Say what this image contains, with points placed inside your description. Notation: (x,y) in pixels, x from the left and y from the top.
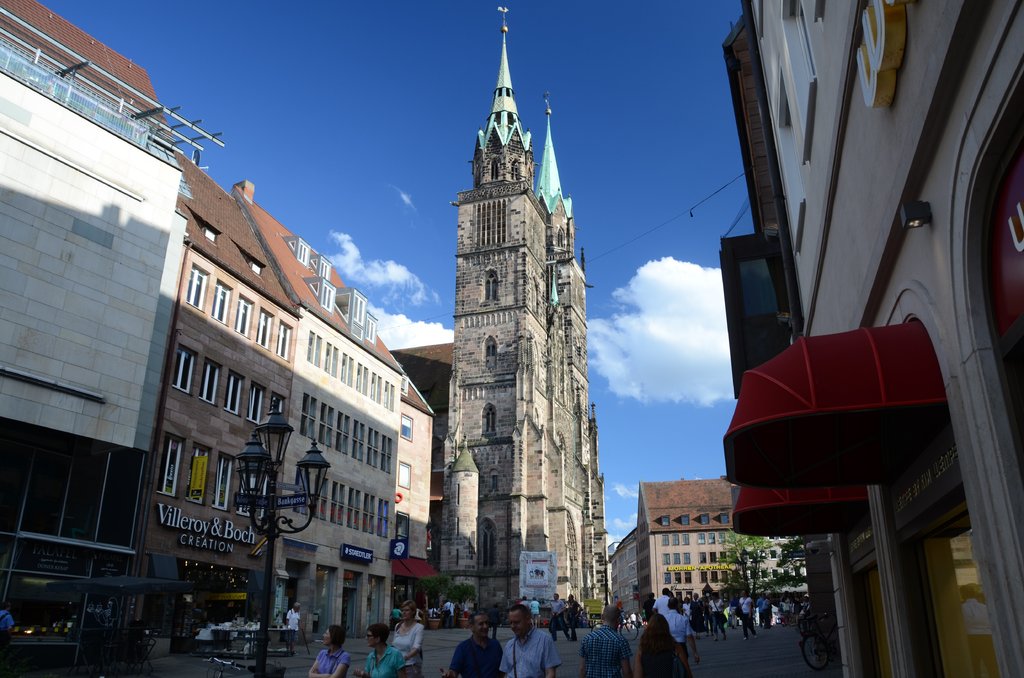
In this image there is the sky (351,113) towards the top of the image (348,129), there are clouds (406,196) in the sky (416,172), there are buildings (356,363) towards the left of the image (158,357), there is a building (771,272) towards the right of the image (871,50), there are windows (353,490), there is board (401,543), there is text (250,531) on the board (354,559), there is road (717,642) towards the bottom of the image (797,637), there are group of persons (592,658) walking on the road (781,645), there is a bicycle (817,640), there is a pole (261,626) towards the bottom of the image (273,554), there is streetlight (284,421).
